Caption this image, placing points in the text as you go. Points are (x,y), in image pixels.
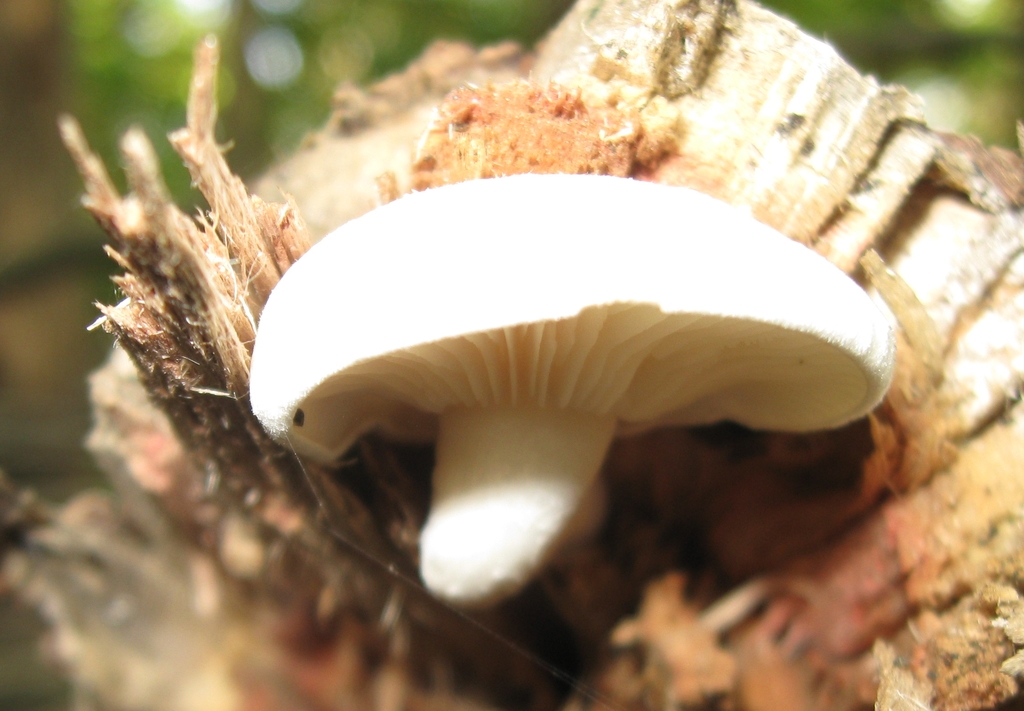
In this image there is a mushroom (515,347) on the tree trunk (638,110).
